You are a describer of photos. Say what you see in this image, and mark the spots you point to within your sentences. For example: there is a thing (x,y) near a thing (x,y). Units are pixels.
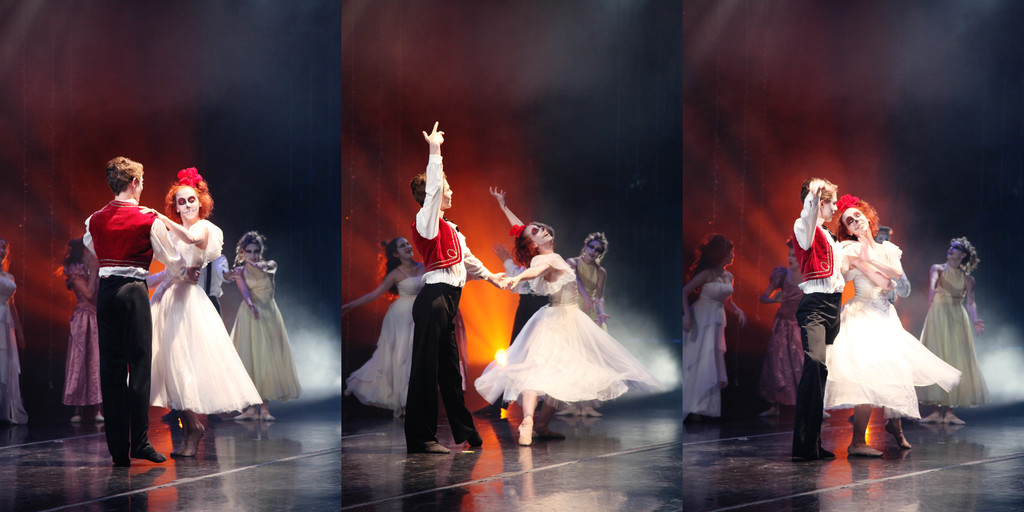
In this image we can see a collage picture of persons (702,246) performing on dais (615,435).
